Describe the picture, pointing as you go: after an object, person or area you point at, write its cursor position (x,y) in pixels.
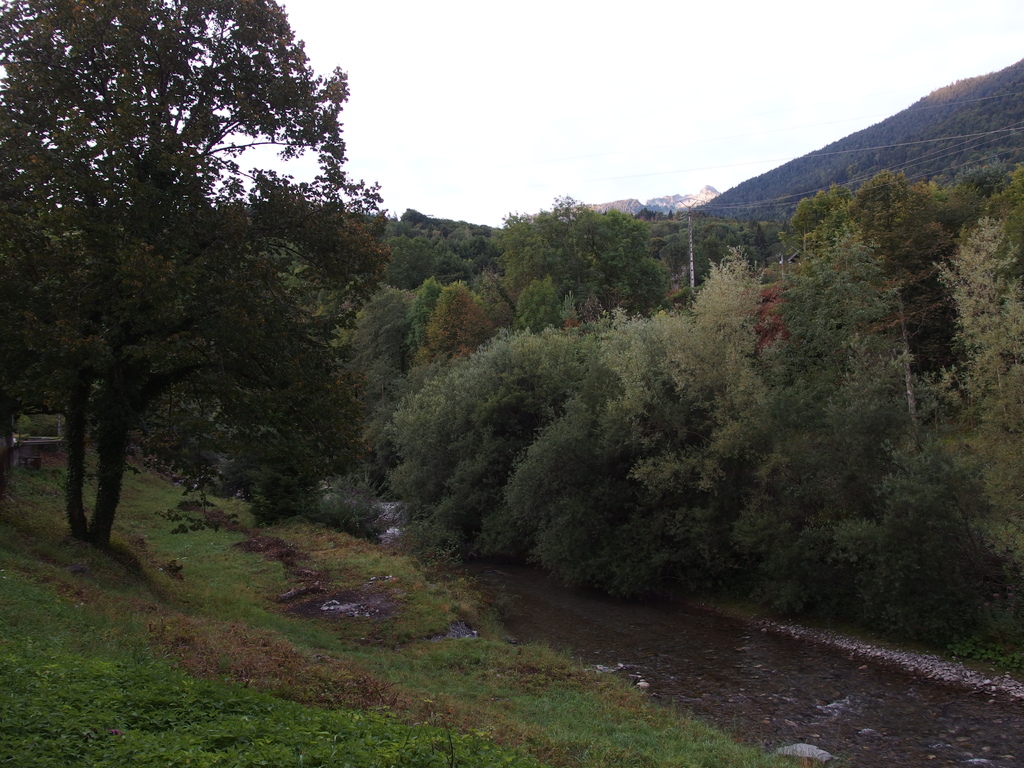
In this image I can see mountains (925,149) and trees (197,258) and a river (792,713) flowing through trees (338,461). At the top of the image (418,64) I can see the sky (423,32).
